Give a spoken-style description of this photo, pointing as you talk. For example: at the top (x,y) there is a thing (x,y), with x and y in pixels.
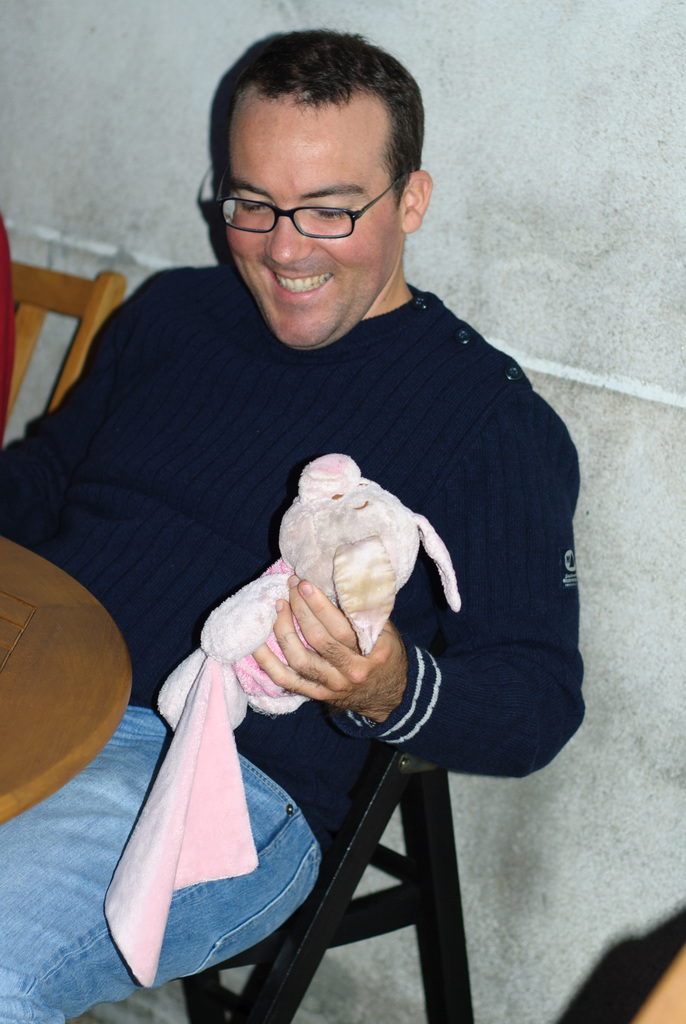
In this picture we can see a person (359,178) wearing a spectacle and holding a toy (274,636) in his hand (345,703). He is sitting on a chair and smiling. We can see a cloth (161,822). There is a table (6,717) on the left side (32,751). We can see a chair (24,364) and a wall (40,355) in the background (650,87).
